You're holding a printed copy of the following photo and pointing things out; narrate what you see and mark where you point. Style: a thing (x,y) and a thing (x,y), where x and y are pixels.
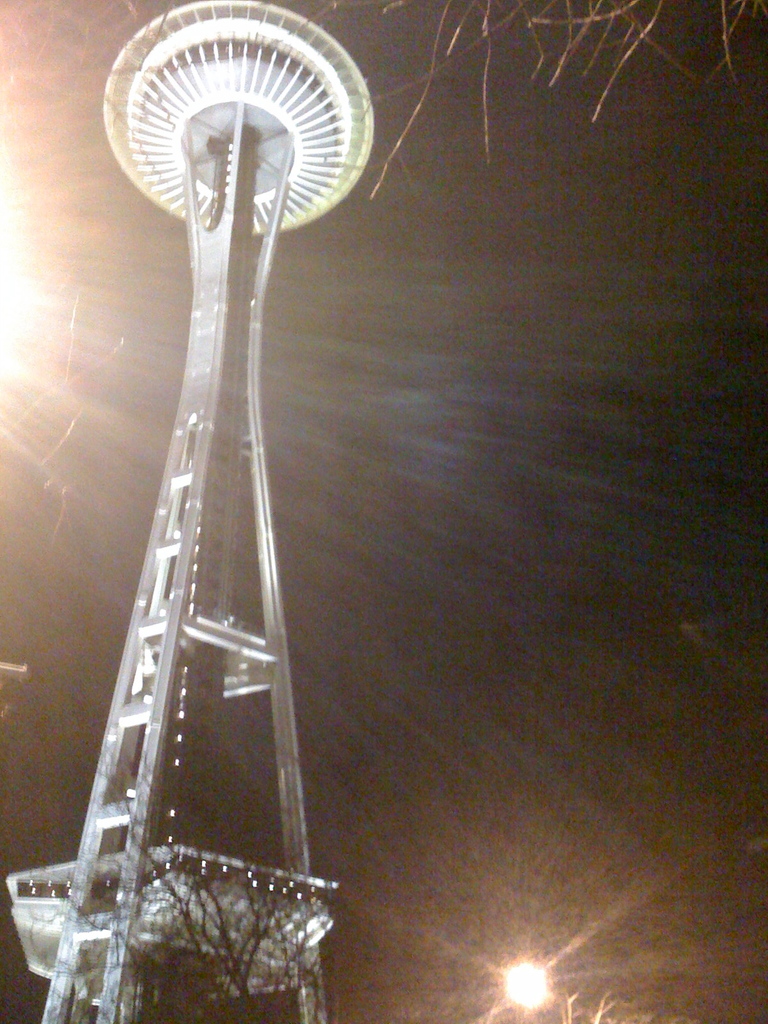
In this picture we can see a tower (241,339) here, there are two lights (3,336) here, we can see dark background (581,702).
